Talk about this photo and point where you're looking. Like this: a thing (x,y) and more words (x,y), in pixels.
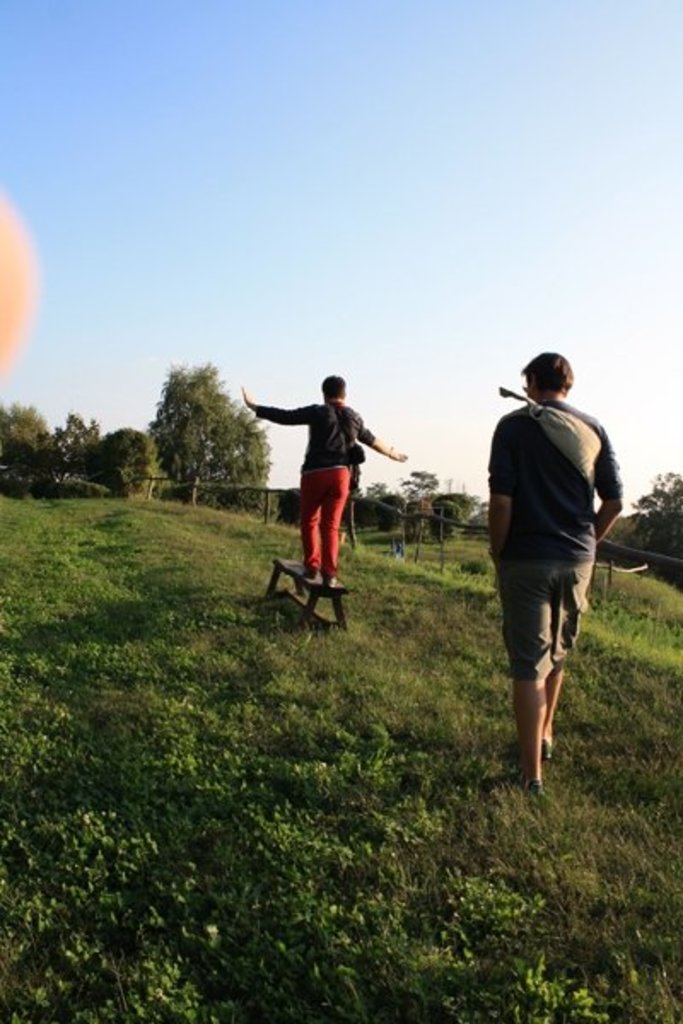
In this image, we can see persons (393,460) wearing clothes (574,586). There is a person (361,436) in the middle of the image (361,436) standing on the bench (281,567) which is on the hill (170,538). There are some plants (275,783) on the ground (284,839). There are some plants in the middle of the image (245,494). There is a sky (297,60) at the top of the image (274,47).
